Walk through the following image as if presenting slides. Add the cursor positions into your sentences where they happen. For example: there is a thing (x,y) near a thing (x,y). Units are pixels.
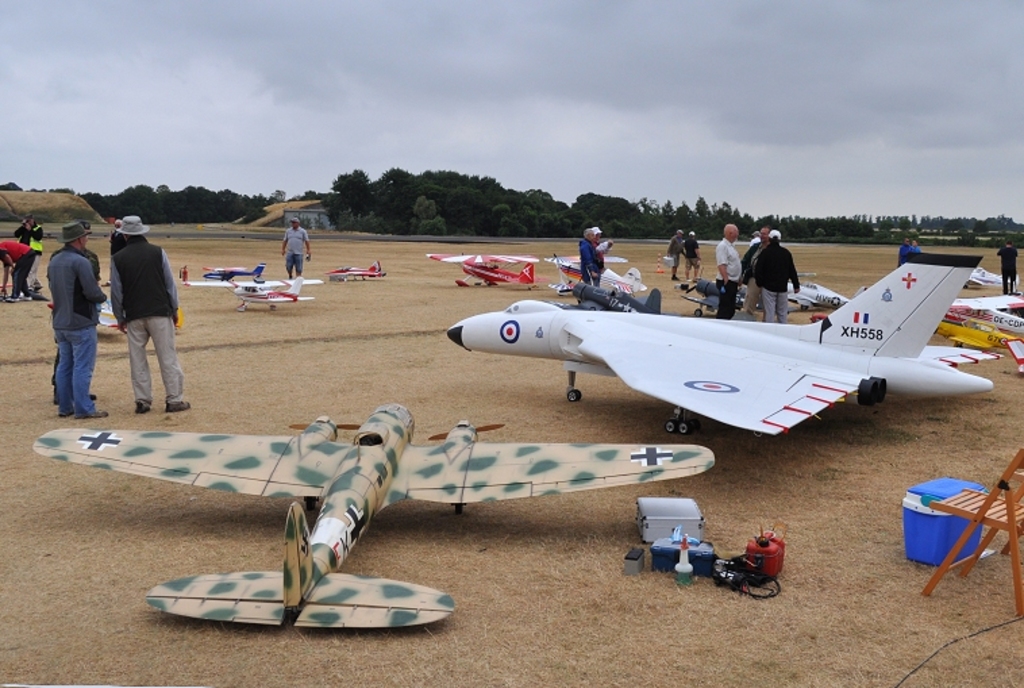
In this picture we can see few model aircraft (664,362) and group of people (87,281), on the right side of the image (920,526) we can see a chair (958,561), few boxes (944,522) and other things (632,558), in the background (368,223) we can find few trees (390,218) and a building (315,220).
